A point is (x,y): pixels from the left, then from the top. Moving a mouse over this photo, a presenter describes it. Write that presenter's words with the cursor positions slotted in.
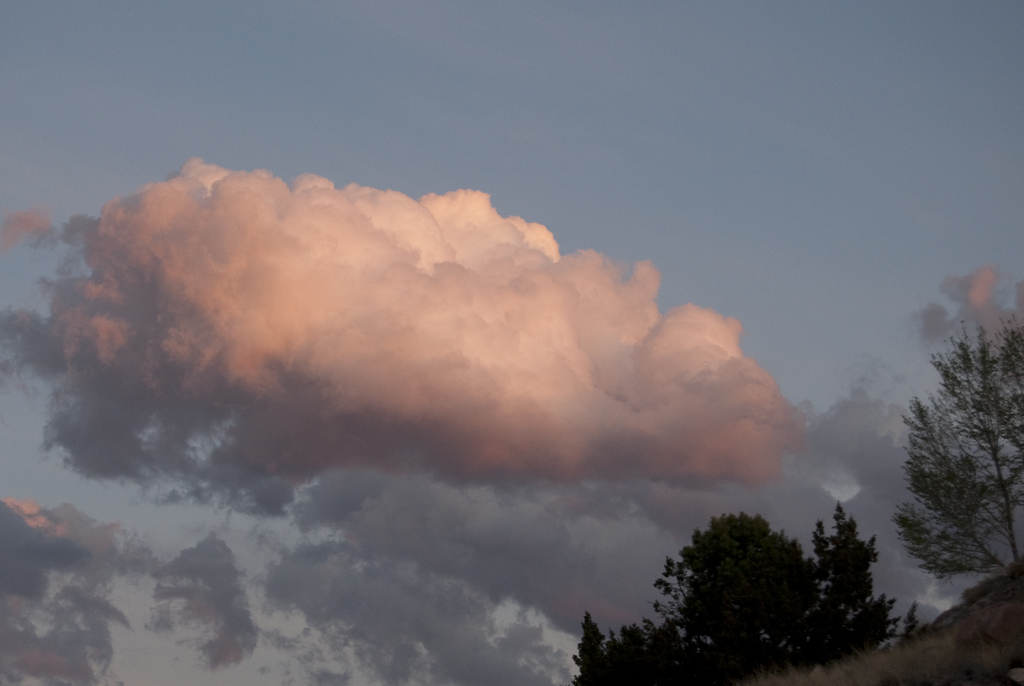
In this picture we can see trees (804,593) on the right side (876,547), we can see the sky (429,172) and clouds (429,270) in the background (450,336).
